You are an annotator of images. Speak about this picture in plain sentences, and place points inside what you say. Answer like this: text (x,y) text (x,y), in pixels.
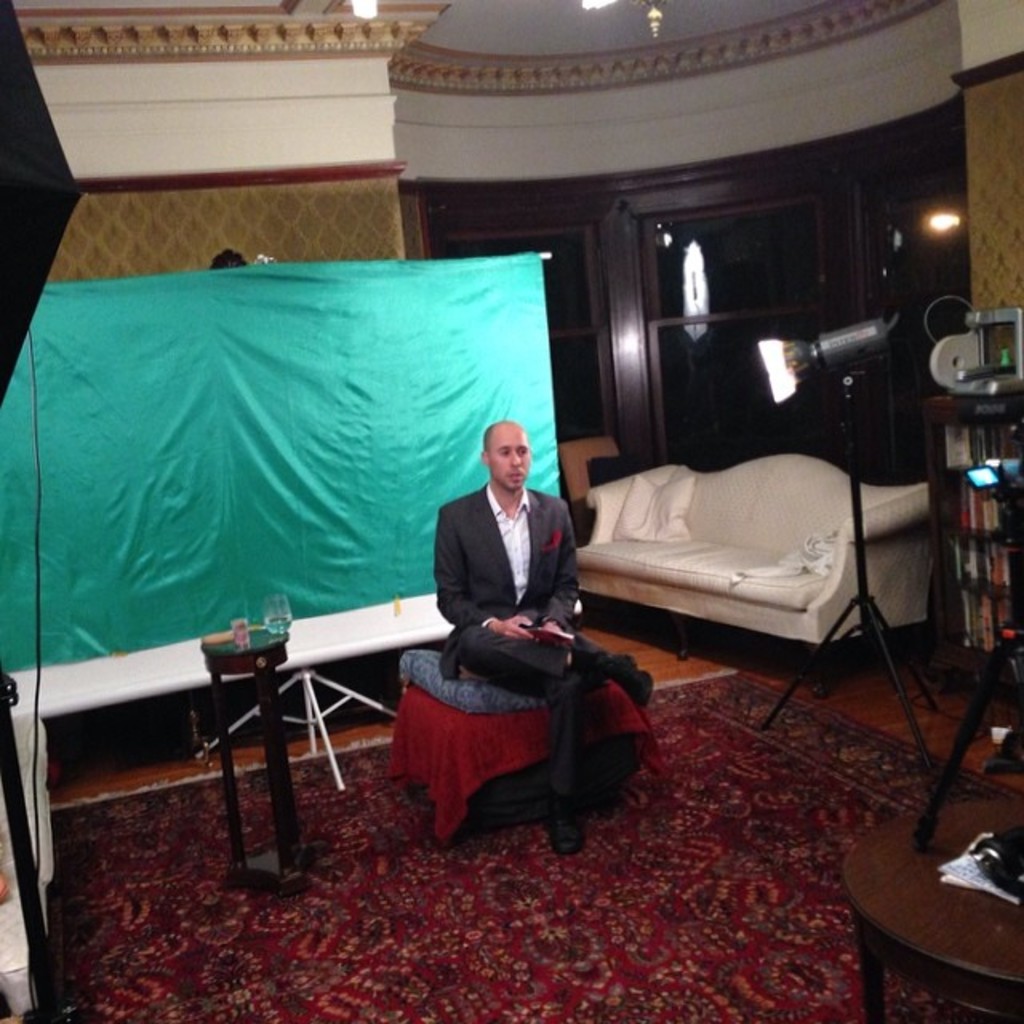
In this image, There is a floor (804,870) which is in red color and in the middle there is a man (552,732) sitting on the table (615,751) which is covered by a red color cloth (513,751), In the left side (11,241) there is a black color object (24,231) and in the background (162,438) there is a blue color wall (284,392).
